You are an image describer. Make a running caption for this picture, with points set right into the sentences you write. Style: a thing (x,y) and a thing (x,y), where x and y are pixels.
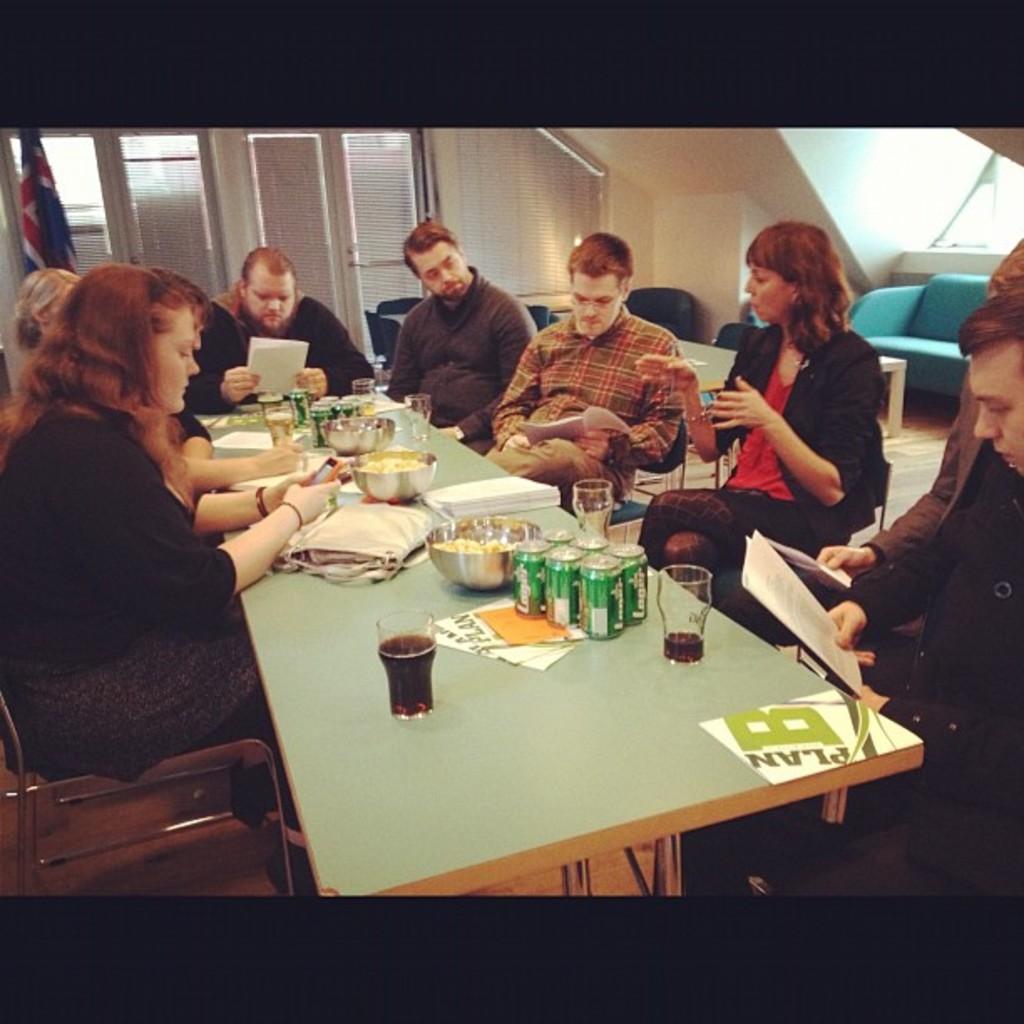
There is a group of people (339,390). They are sitting on a chairs (387,340). There is a table (456,447). There is a bowl (401,494), glass (412,704), cloth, food item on a table (390,413). We can see in background (390,163) curtain (386,191) and window (391,205).
